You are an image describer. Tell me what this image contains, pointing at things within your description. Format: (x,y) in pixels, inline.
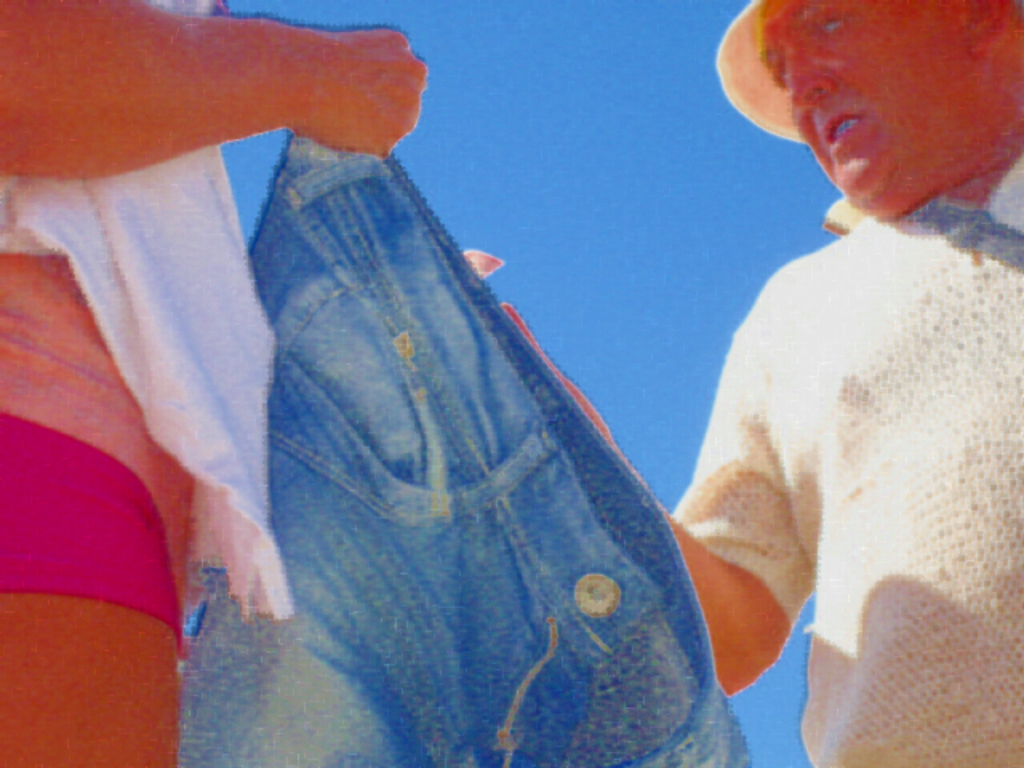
It looks like an edited image, we can see there are two people (65,295) standing and a person (151,235) is holding a jeans (352,396). Behind the people (938,374) there is the sky (553,147).
